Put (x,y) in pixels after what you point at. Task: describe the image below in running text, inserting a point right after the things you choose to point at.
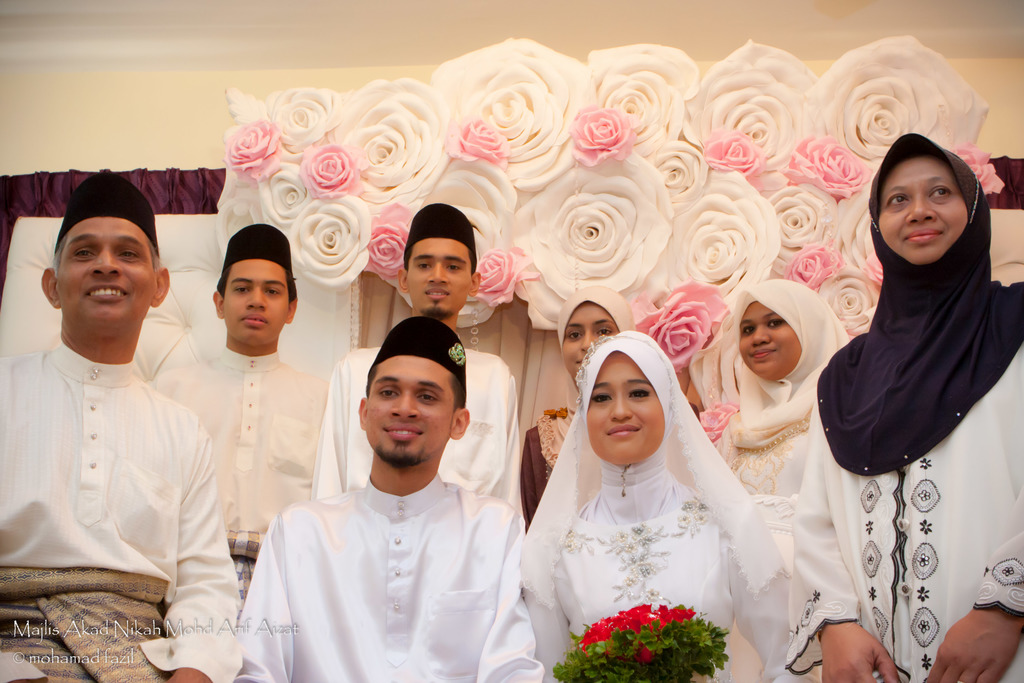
In this picture we can see some people (330,406) in the front (283,400), a woman (675,584) in the middle (625,406) is holding a flower bouquet (647,648), in the background (479,194) there are some flowers (420,156), on the left side (75,181) there is a curtain (31,201), there is some text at the left bottom of the image (105,630).
